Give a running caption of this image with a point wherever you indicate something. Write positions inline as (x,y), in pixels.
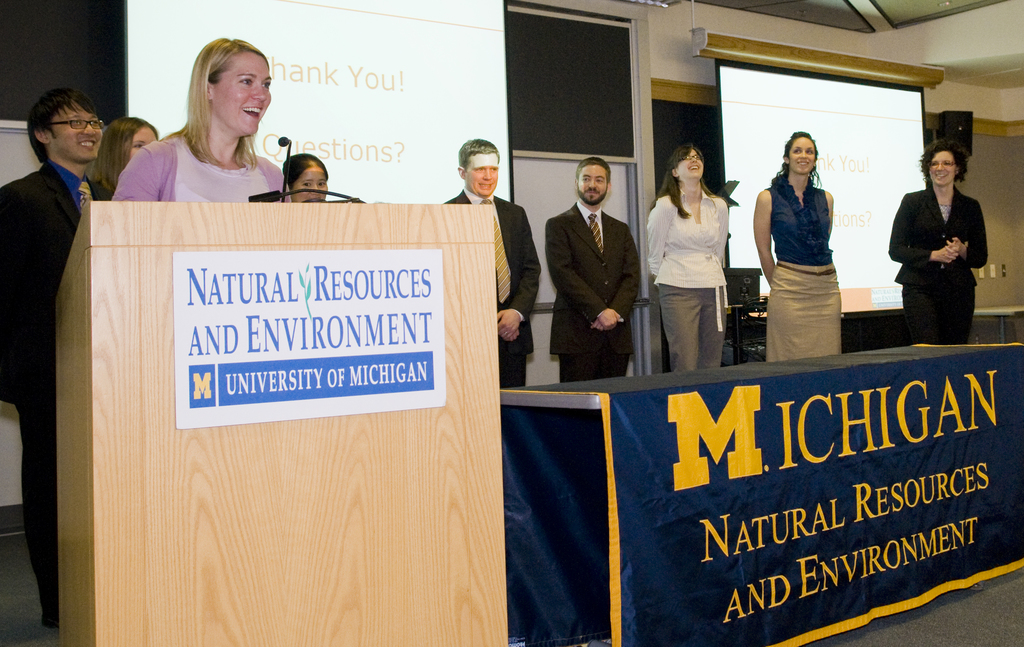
In this image we can see a woman (217,133) standing and smiling in front of the podium (469,391). We can also see the text paper (260,297) and also the mike (285,170). In the background (298,180), we can see the people (673,294) standing and smiling. We can also see the screens (876,171), board (563,94), wall (1007,157) and also the sound box (947,131). On the right (807,376) there is a table (686,399) and also the text (720,451) present on the cloth (765,451). We can also see the floor (961,608).
